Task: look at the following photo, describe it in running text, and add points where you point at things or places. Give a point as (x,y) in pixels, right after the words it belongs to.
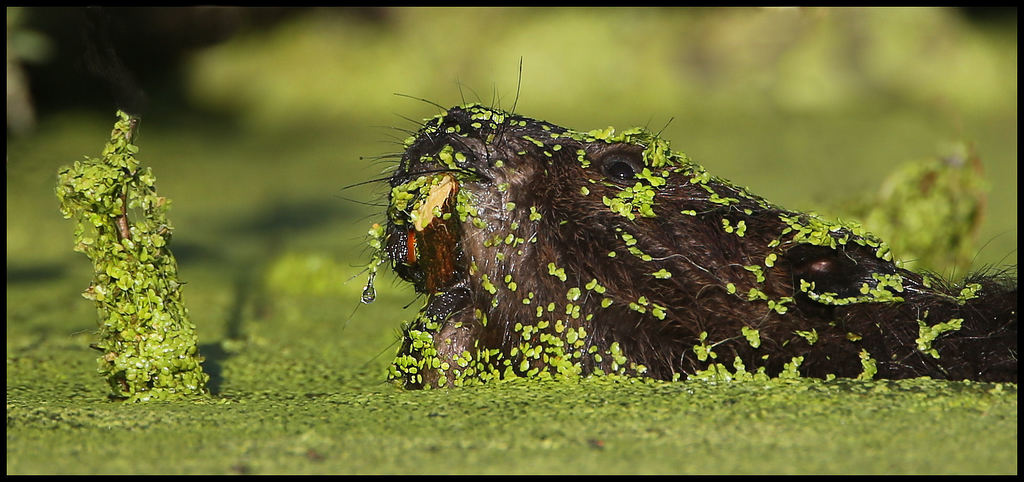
In this picture we can see an animal (647,272) here, at the bottom (537,405) there are some leaves (536,407), we can see a blurry background (907,93) here.
